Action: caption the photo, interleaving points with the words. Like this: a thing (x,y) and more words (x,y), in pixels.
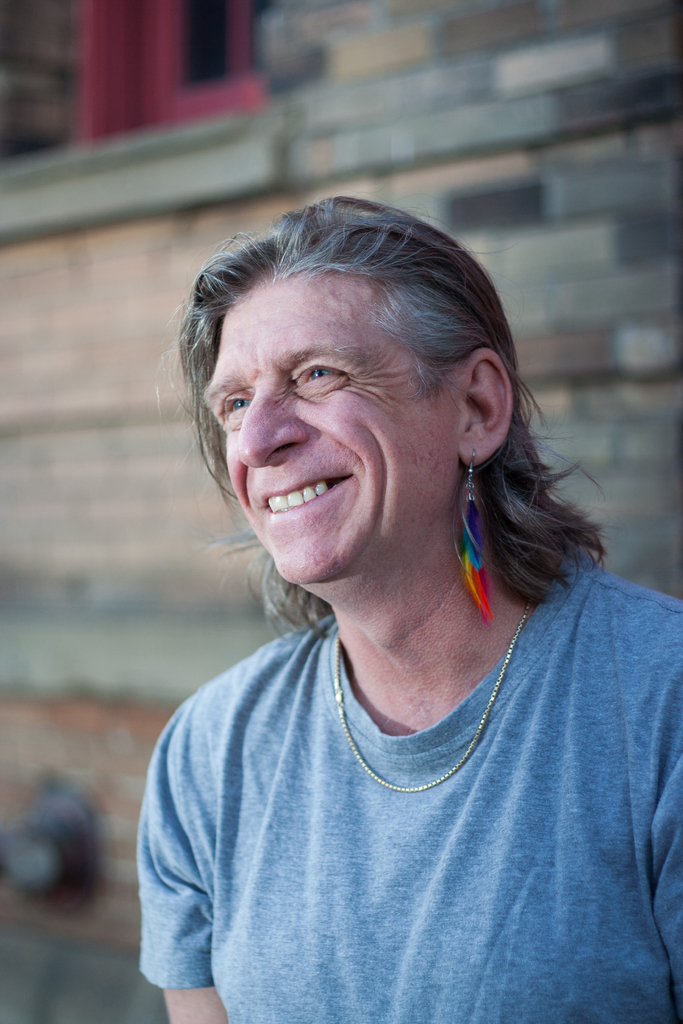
In this image in the front (441,705) there is a person (450,718) smiling. In the background (366,135) there is a wall (273,125) and there is a window (185,86) which is red in colour.
